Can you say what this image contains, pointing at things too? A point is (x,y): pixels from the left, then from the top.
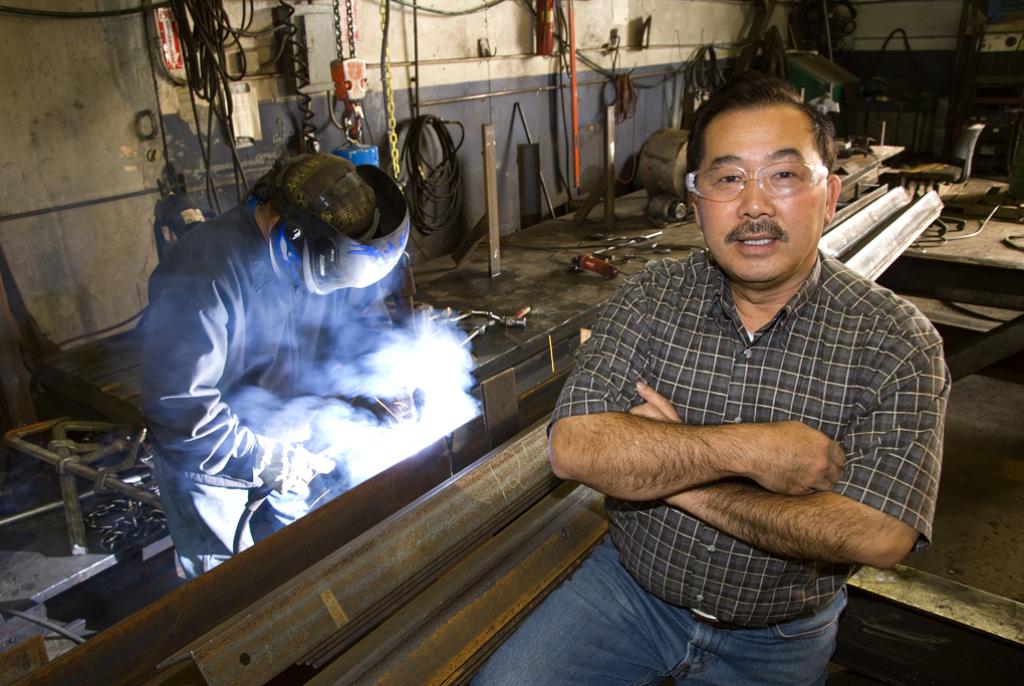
In this picture we can see two people (233,328), the right side man (674,442) wore spectacles (743,173), beside to him we can find few metal rods (400,582).
